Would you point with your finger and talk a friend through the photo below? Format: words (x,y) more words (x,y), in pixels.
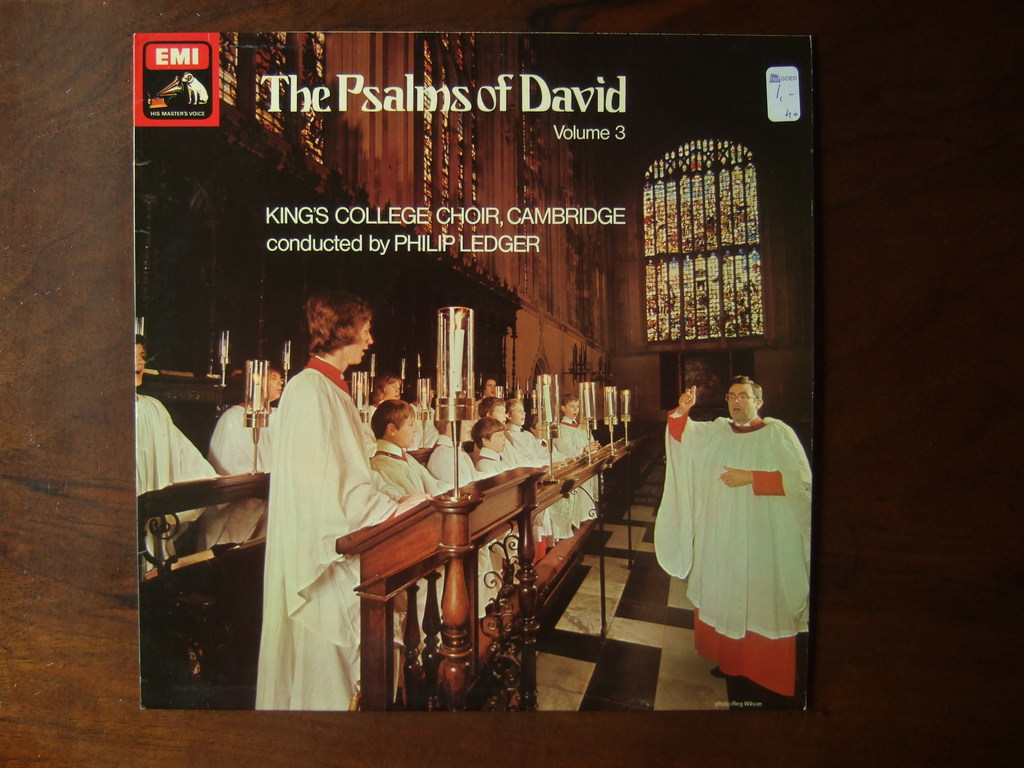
In the picture we can see a wooden plank (968,570) on it, we can see a card (605,280) with some people (307,614) standing in the stalls (458,648) and one person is standing and explaining something to them and on the top of it is written as The psalms of David, volume 3.
